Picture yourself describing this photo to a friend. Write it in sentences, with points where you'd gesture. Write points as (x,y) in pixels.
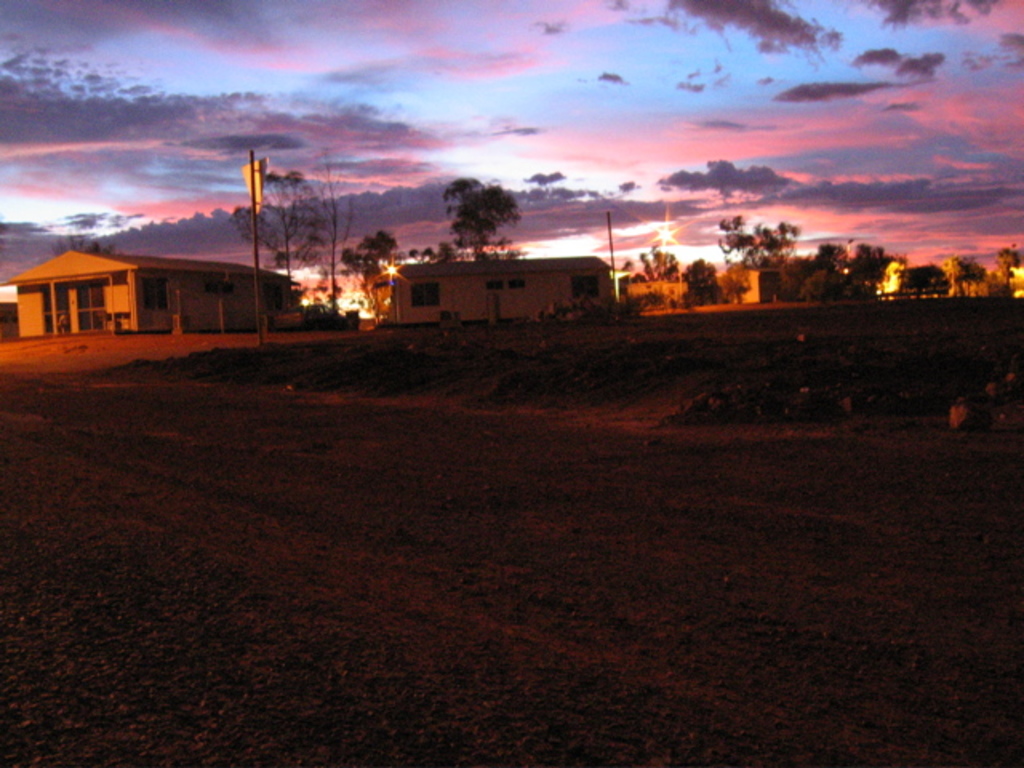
In the picture we can see the muddy surface (376,667) and far away from it, we can see the pole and behind it, we can see few houses (75,275), trees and the sky (1021,209) with clouds (694,180).
